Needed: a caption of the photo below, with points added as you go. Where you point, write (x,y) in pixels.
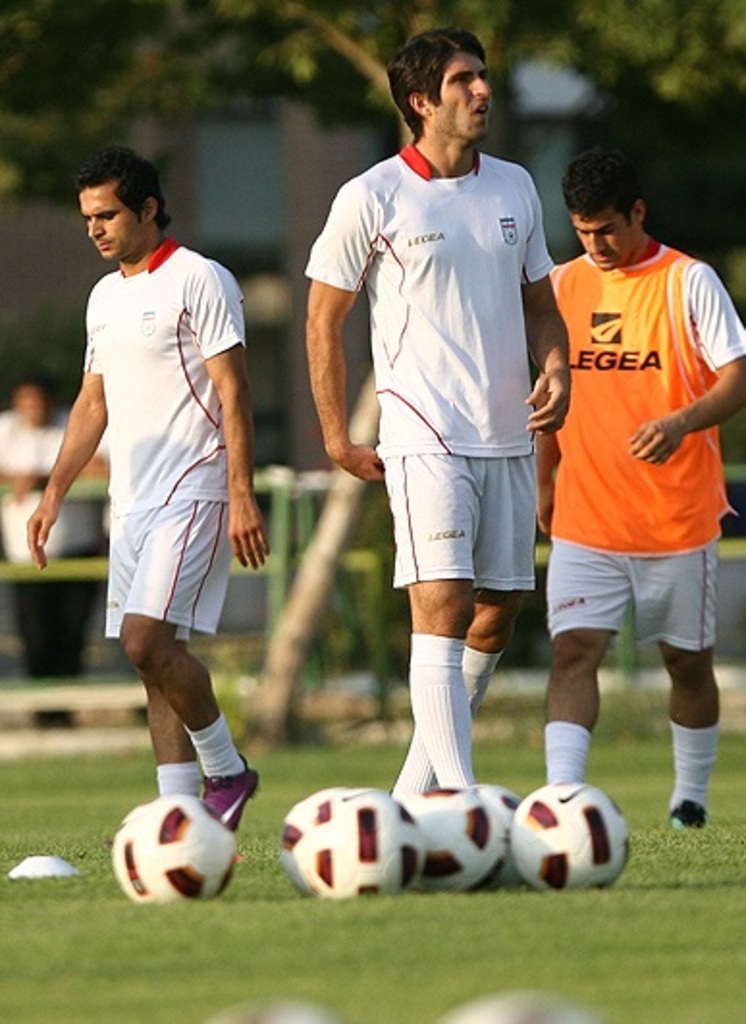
In this image, we can see three persons (394,397) wearing clothes (201,538) and walking on the ground (25,833). There are some balls (535,801) at the bottom of the image (173,833). In the background (60,436), image is blurred.
